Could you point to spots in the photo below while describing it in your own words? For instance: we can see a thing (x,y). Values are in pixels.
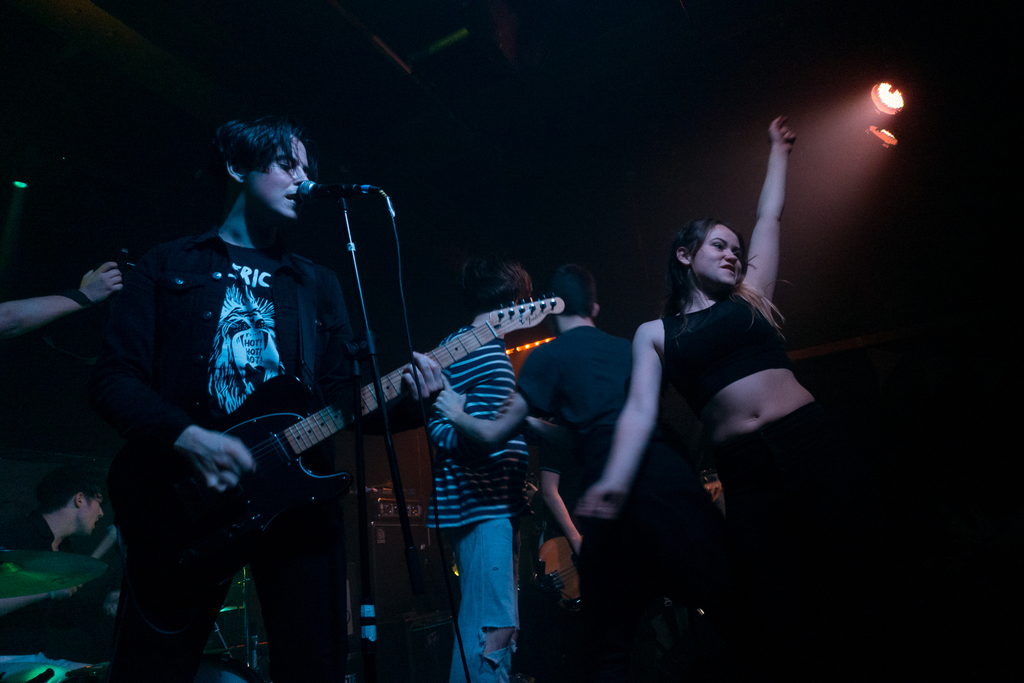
On the left side of the image (181,273) we can see a man (258,381) is standing and singing and playing a guitar (284,416). In-front of him we can see a mic (364,188) with stand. On the right side of the image (737,562) we can see a lady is dancing. In the background of the image (485,481) we can see the lights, musical instruments (48,556) and some people (602,327).
